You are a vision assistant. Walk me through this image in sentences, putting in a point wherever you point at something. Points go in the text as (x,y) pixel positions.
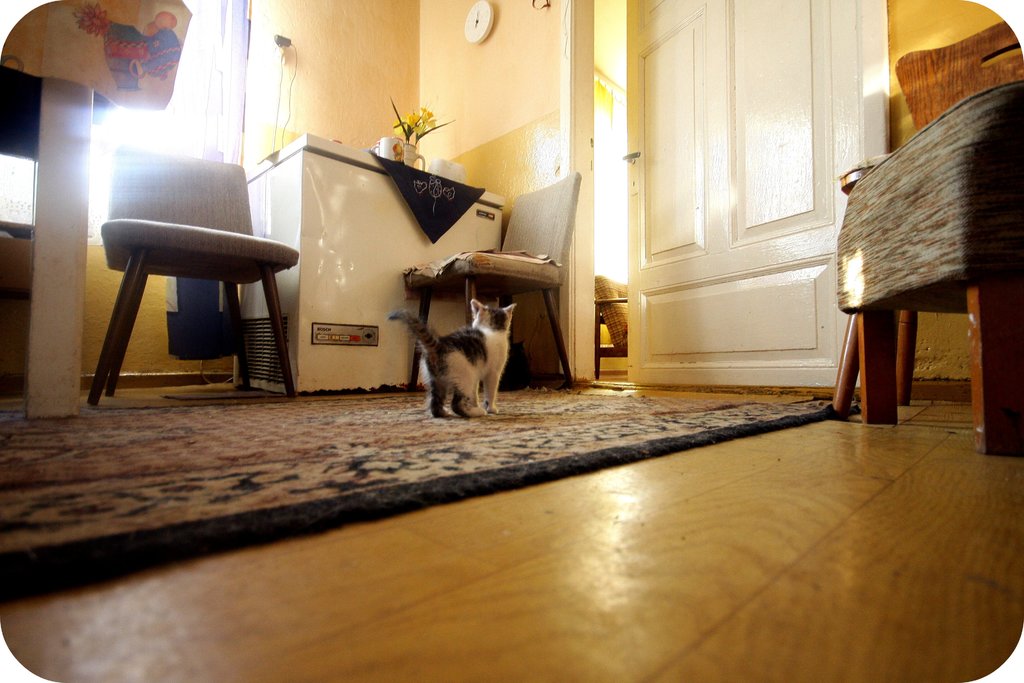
In the center of the image (462,357) there is a cat (491,368) who is standing on the carpet (347,484). On the top left corner (116,68) there is a table (63,123) which contains a cloth (103,70), beside it there is a chair (162,231) and a machine (396,196). On the top (488,6) we can see a clock (477,33) which is hang to a wall (502,58). On the right (1018,174) there is a chair (905,253), beside it there is a door (685,172).
